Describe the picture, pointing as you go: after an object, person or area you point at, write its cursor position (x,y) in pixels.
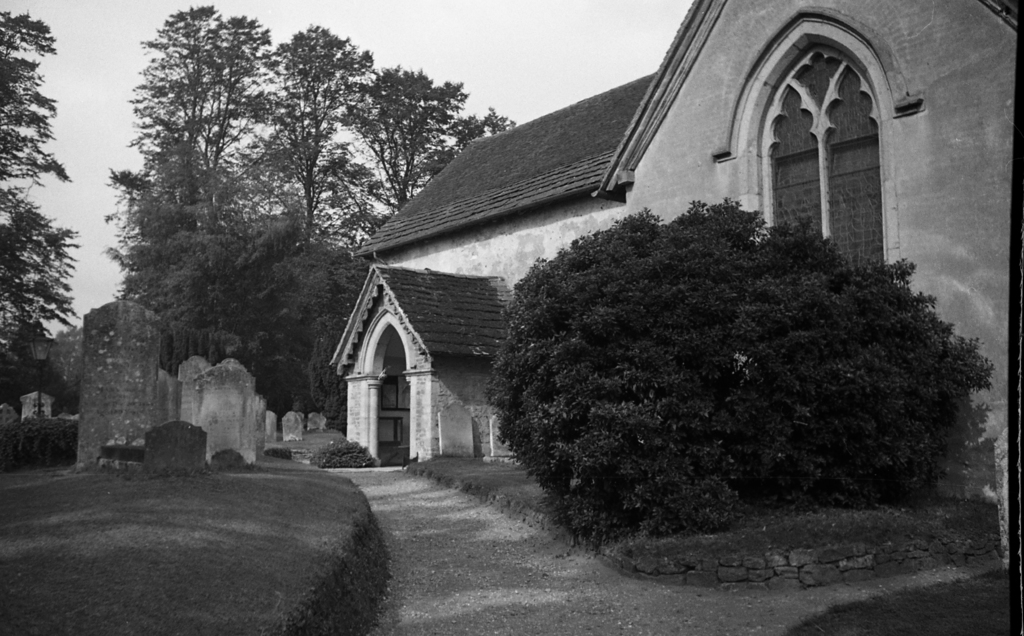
In this image I can see the plant (608,332) and the house (378,236). To the left (146,417) I can see the cemetery (127,421). In the background (210,139) I can see many trees (210,139) and the sky (497,42). I can see this is a black and white image.
